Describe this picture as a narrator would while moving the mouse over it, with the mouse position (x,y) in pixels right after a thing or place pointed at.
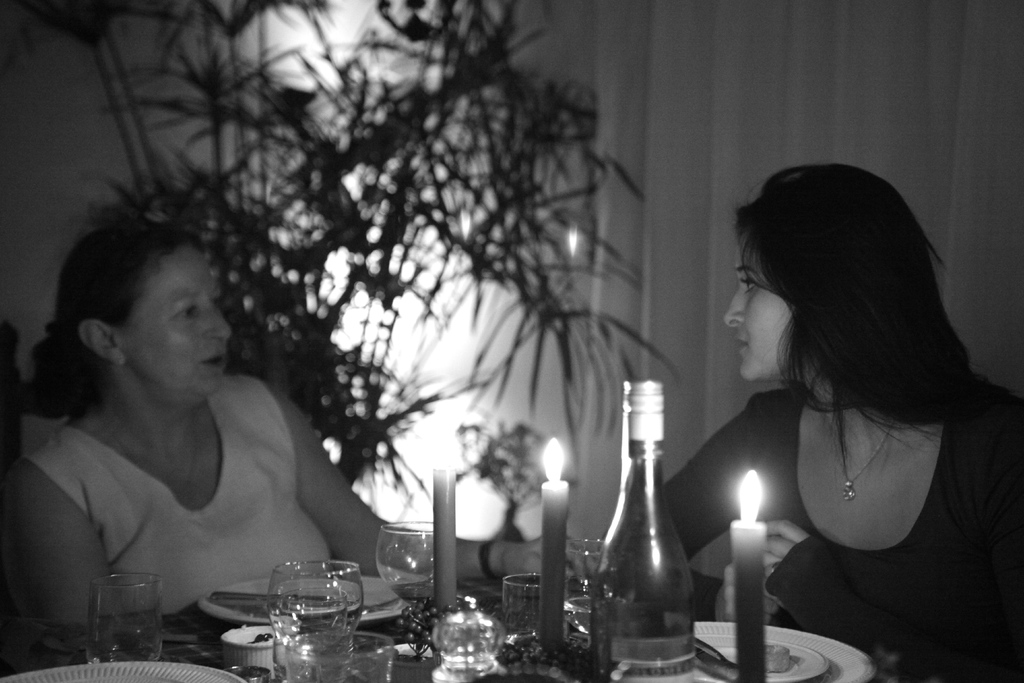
In this image I can see two women (106,383) sitting. On the table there is a bottle (646,581), glass (302,680), plate (197,675) and a candle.
